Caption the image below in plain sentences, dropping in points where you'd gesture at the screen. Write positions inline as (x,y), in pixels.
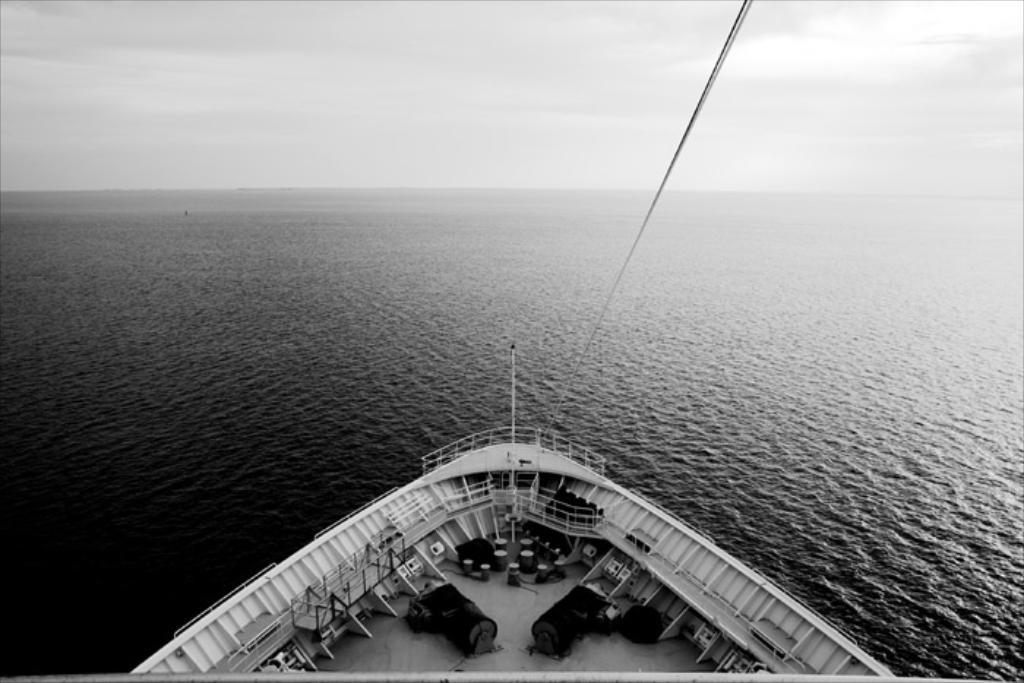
In the foreground (369,602) we can see the deck (523,470) of a ship (557,637). In the middle of the picture (508,270) there is a water body (557,272). At the top (390,85) it is sky (344,136).
